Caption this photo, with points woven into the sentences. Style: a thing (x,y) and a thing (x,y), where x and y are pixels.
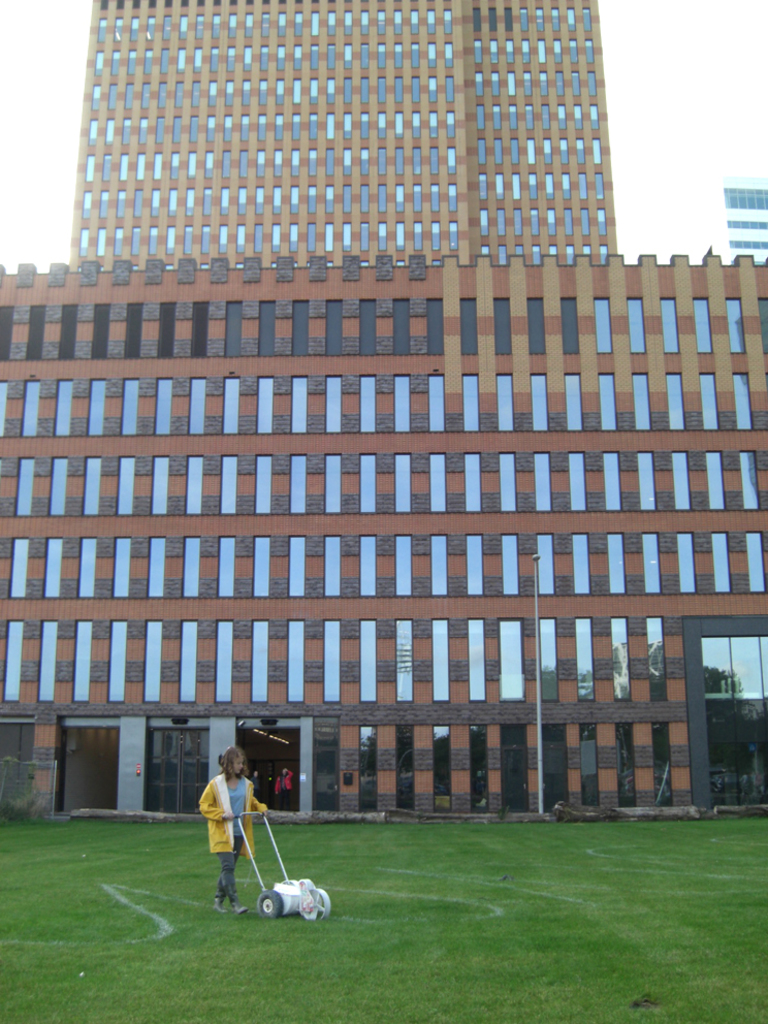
In this picture I can observe building (333,225) in the middle of the picture (333,570). In front of the building (219,737) there is a person (229,823). The person (235,868) is holding a line marker (278,915) in her hands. In the background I can observe sky (635,155).
